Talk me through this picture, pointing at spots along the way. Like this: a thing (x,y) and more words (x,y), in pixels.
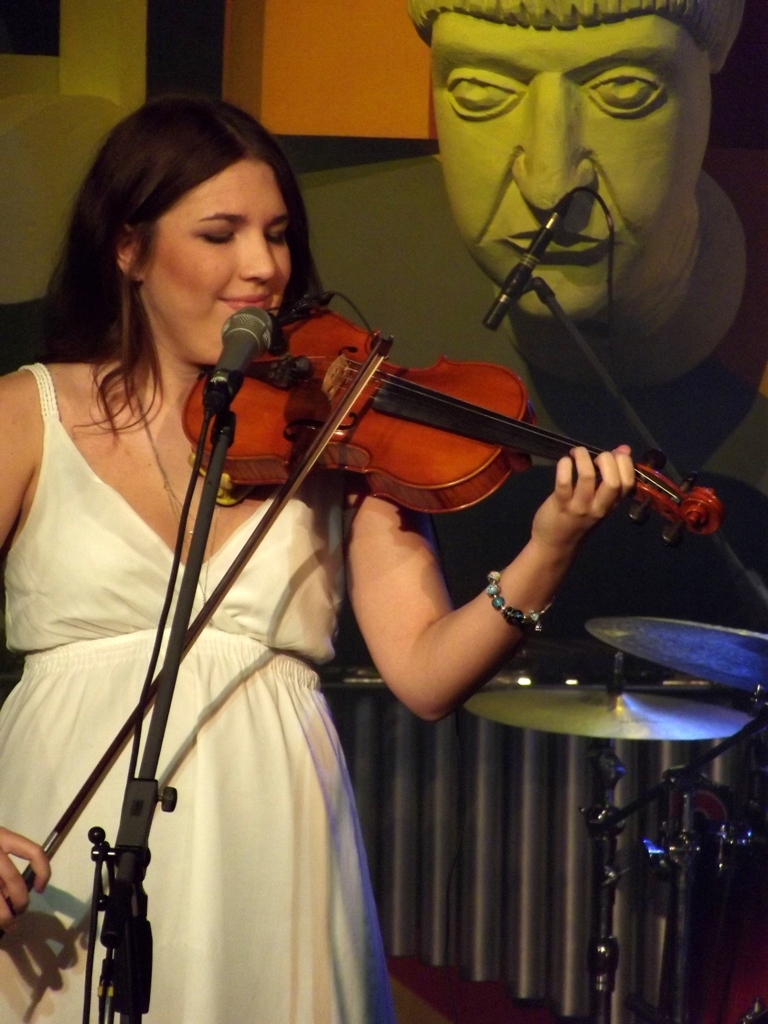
In this image i can see a woman (267,750) in a white dress (274,761) is holding a musical instruments (266,401) in her hands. I can see a microphone (243,344) in front of her. In the background (604,261) i can see few other musical instruments (766,966), a microphone (626,406) and a sculpture of human head (574,229).
